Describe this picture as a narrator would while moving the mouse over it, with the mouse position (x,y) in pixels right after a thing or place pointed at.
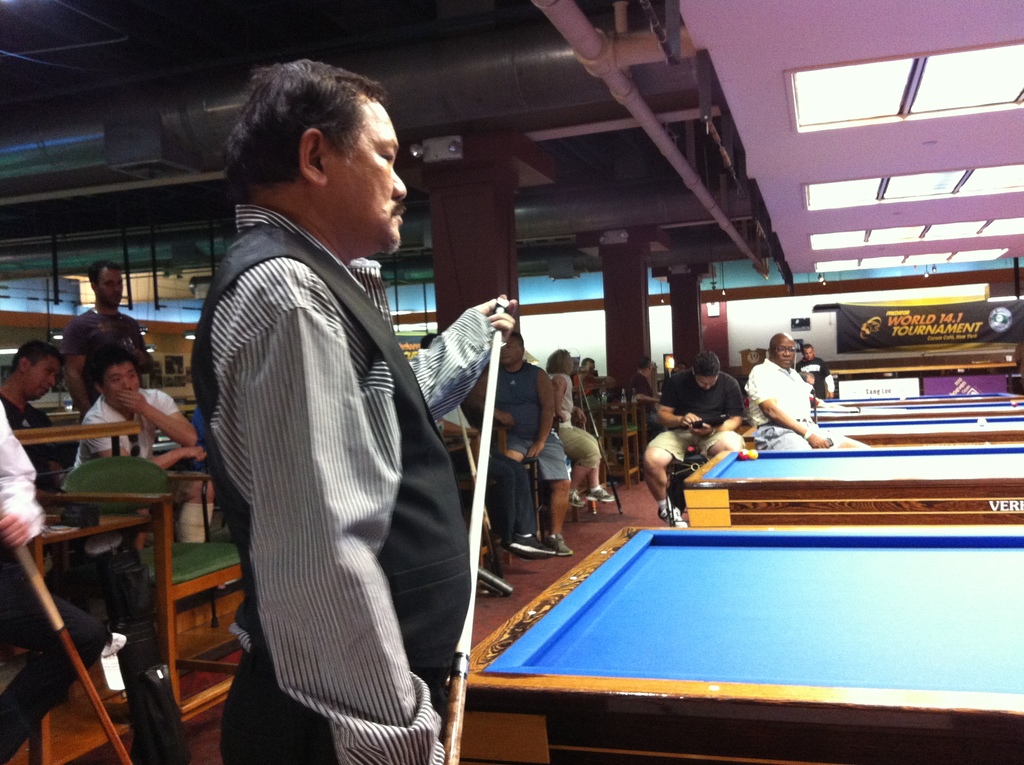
In this image In the middle (382,355) there is a man (333,498) he holds a stick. On the right (867,574) there are many tables (848,597), some people (813,388). In the background (718,416) there are many chairs (168,531) and some people (192,532), pillar (487,277), poster (902,322) and wall (577,347).
